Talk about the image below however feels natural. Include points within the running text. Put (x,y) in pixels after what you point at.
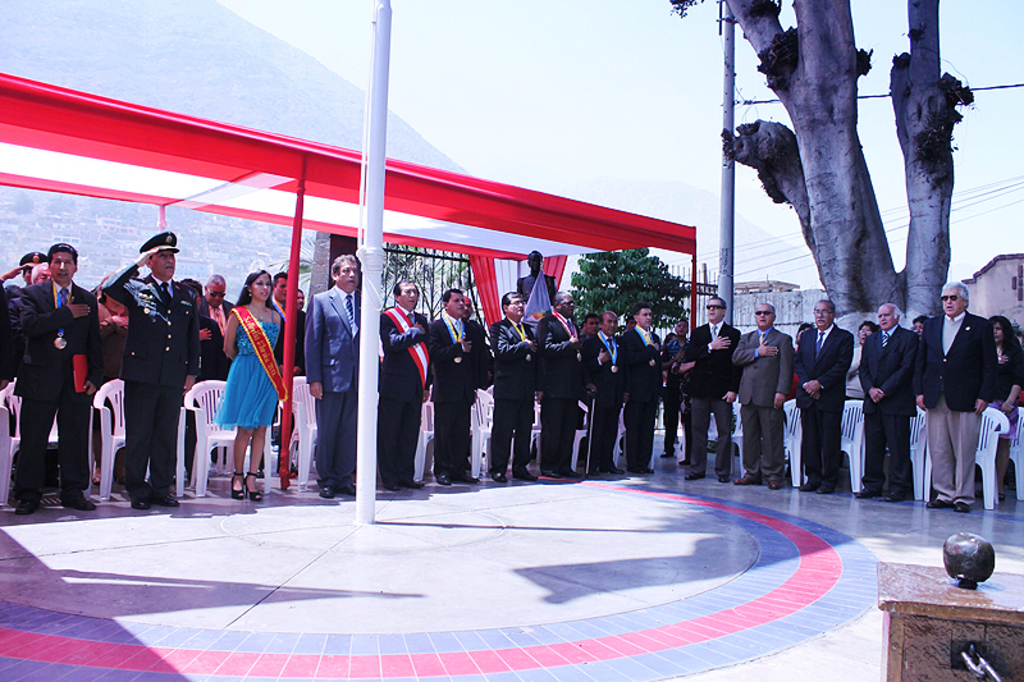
In this image I can see group of people (821,388) standing. In front (248,396) the person (254,385) is wearing blue color dress (260,388) and I can see the pole (385,105) in white color. In the background (640,278) I can see few plants (653,283) in green color, the railing (457,258) and I can see the mountains (333,75) and the sky (564,69) is in white color and I can see the trunk (837,175).
